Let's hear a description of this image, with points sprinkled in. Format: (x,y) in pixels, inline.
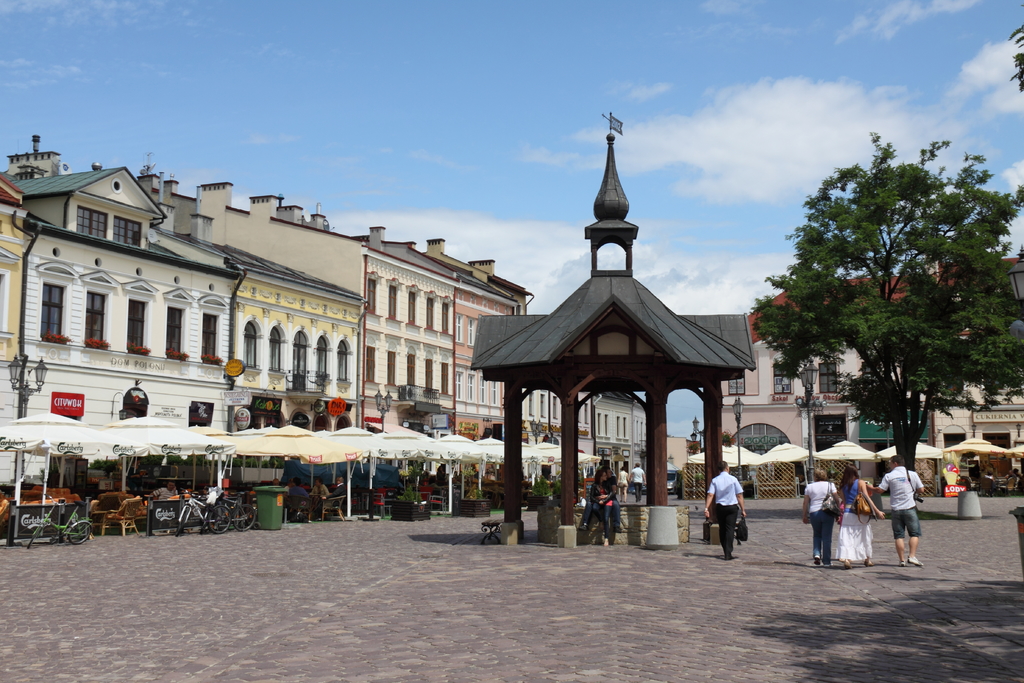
This is an outside view. On the right side (820,518), I can see few people (852,512) are walking on the ground (752,594). In the middle of the image (648,389) there is a shed (587,345). Under this two people (605,490) are sitting. On the left side (109,447), I can see few umbrellas (251,448), under these few people (294,483) are sitting on the chairs (119,500) and also there is a dustbin (266,501). In the background (234,363) I can see few buildings (299,333). On the right side (915,326) there is a tree (917,304). At the top (314,54) I can see the sky (469,73) and clouds (778,141).
